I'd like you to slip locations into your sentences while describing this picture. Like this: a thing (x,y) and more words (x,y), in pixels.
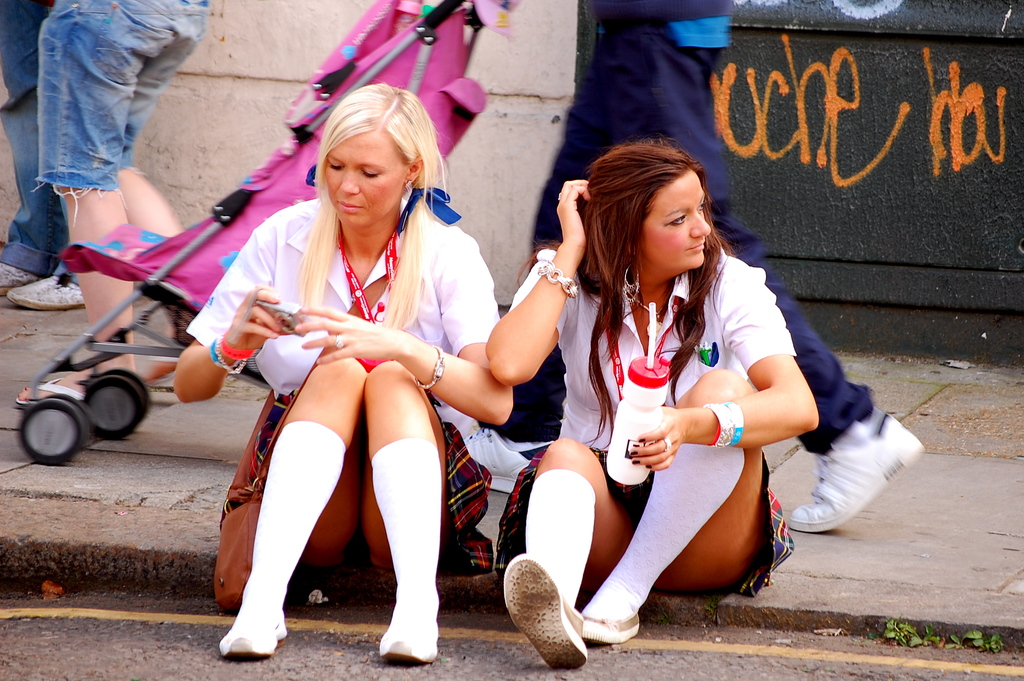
In the center of the picture (478,382) we can see two women (394,566) sitting on the footpath (964,541), on the footpath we can see people (658,69) walking and there is a stroller (385,58). In the background (548,42) we can see wall (872,70). Towards right (809,72) there is something written on the wall (875,112). At the bottom (313,680) it is road (642,648).
